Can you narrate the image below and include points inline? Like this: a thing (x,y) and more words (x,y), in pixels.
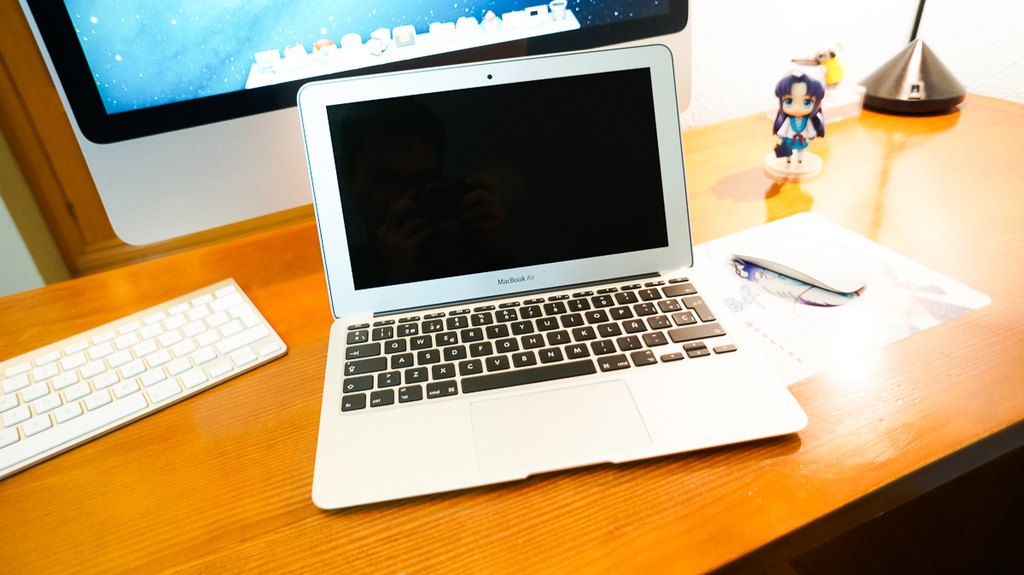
In this image In the middle (545,205) there is a table (884,239) on that there is laptop (527,359), keyboard (233,339), paper (826,335) and toy (810,126). In the background (170,220) there is a screen (194,54) and wall (764,62).
